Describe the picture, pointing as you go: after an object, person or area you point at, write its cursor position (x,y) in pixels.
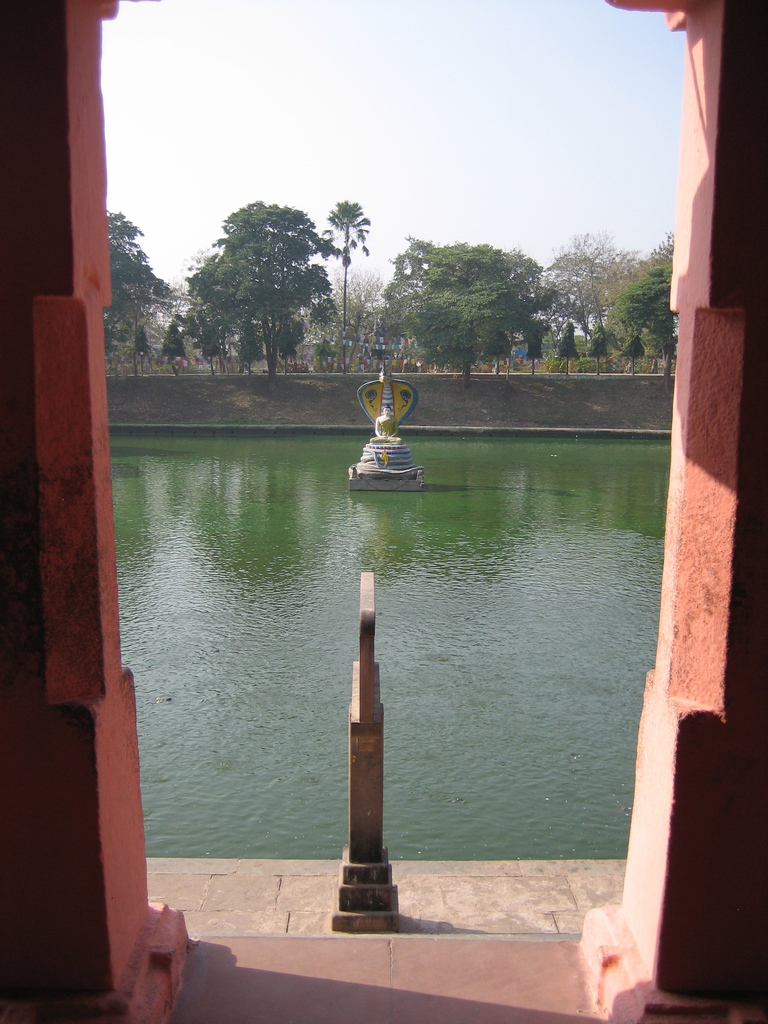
In this picture we can see concrete snake design (388,403) in the water (359,451). On the left (38,774) and right side (745,323) we can see pillars (3,369), beside that there are stairs (586,885). In the background (376,379) we can see many trees (568,336), plants (529,336) and grass (408,379). At the top (617,31) there is a sky (371,62).
